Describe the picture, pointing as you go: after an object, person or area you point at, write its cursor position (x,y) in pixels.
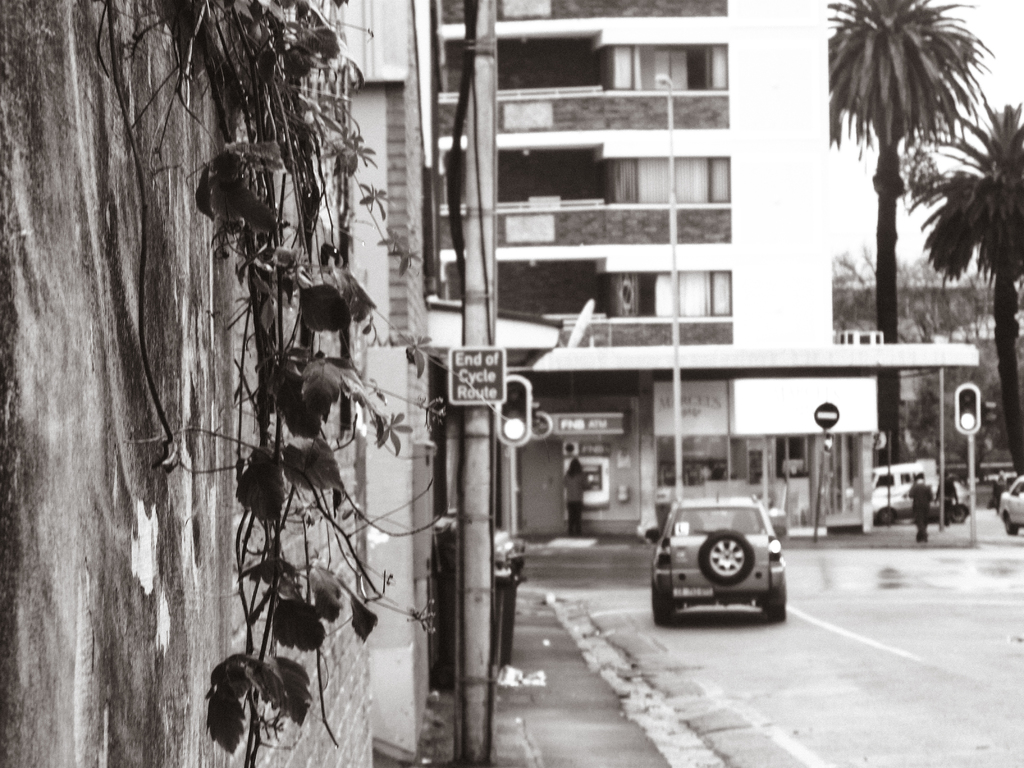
In this picture there are buildings (630,317) on the right (684,245) and left side of the image (79,279), there is a car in the center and on the right side of the image (705,569), there are trees (879,420) on the right side of the image (903,417), there is a pole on the left side of the image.
